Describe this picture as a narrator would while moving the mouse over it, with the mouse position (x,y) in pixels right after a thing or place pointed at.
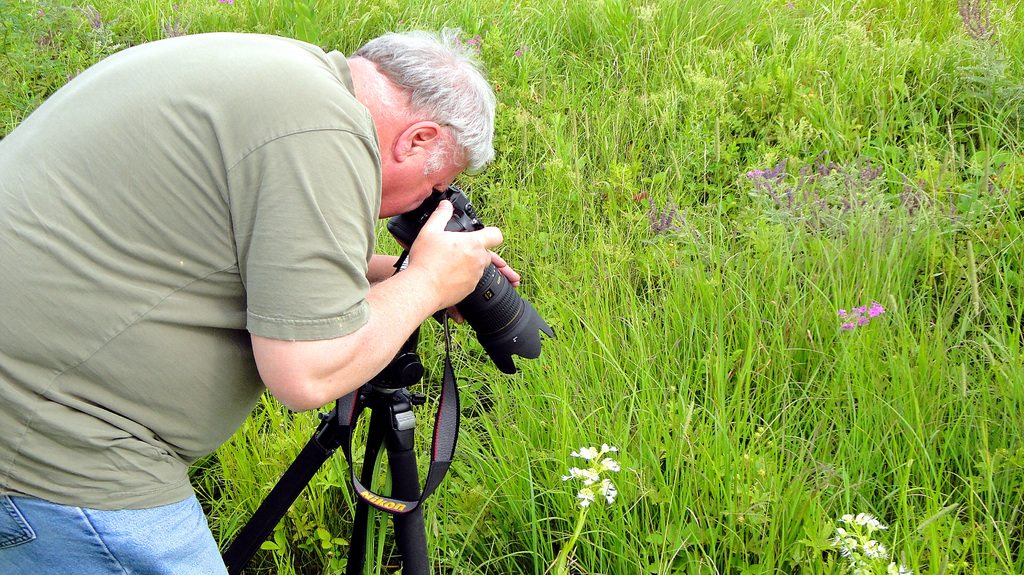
This picture is clicked outside. On the left (240,108) there is a man (333,150) wearing t-shirt (140,351), standing on the ground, holding a camera (491,296) and seems to be taking pictures. On the right (734,110) we can see the green grass (655,431) and the flowers (607,463).
